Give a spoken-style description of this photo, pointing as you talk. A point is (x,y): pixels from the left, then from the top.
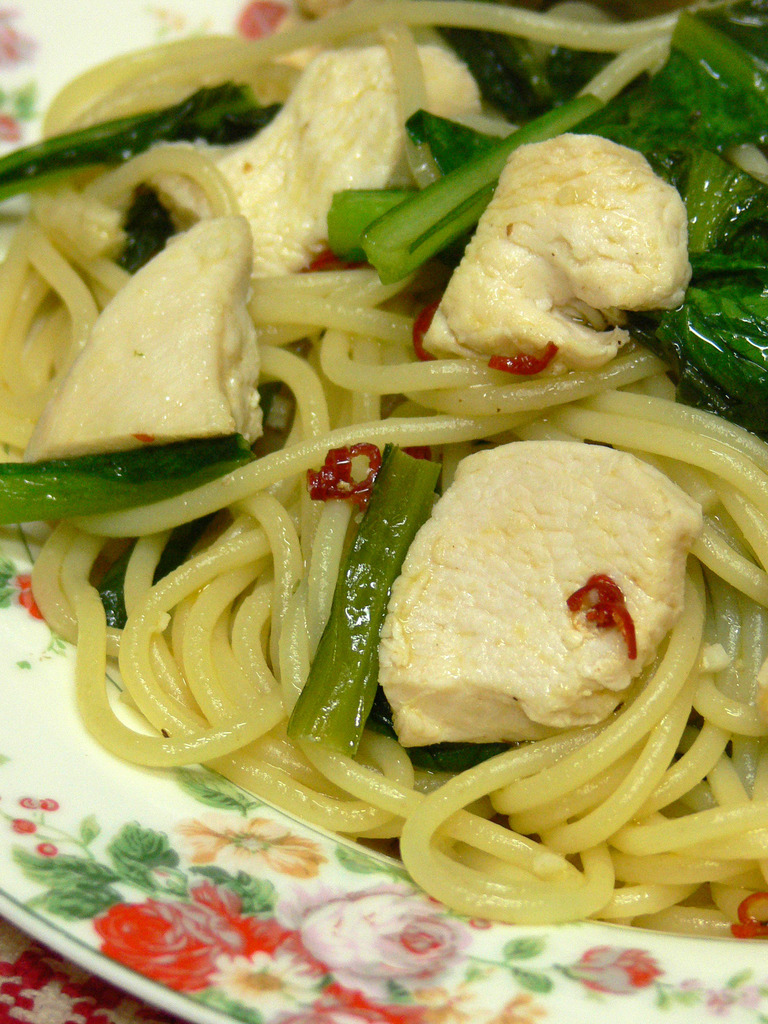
In this picture we can see plate (87,849) with food (280,634) on the platform (84,978).
